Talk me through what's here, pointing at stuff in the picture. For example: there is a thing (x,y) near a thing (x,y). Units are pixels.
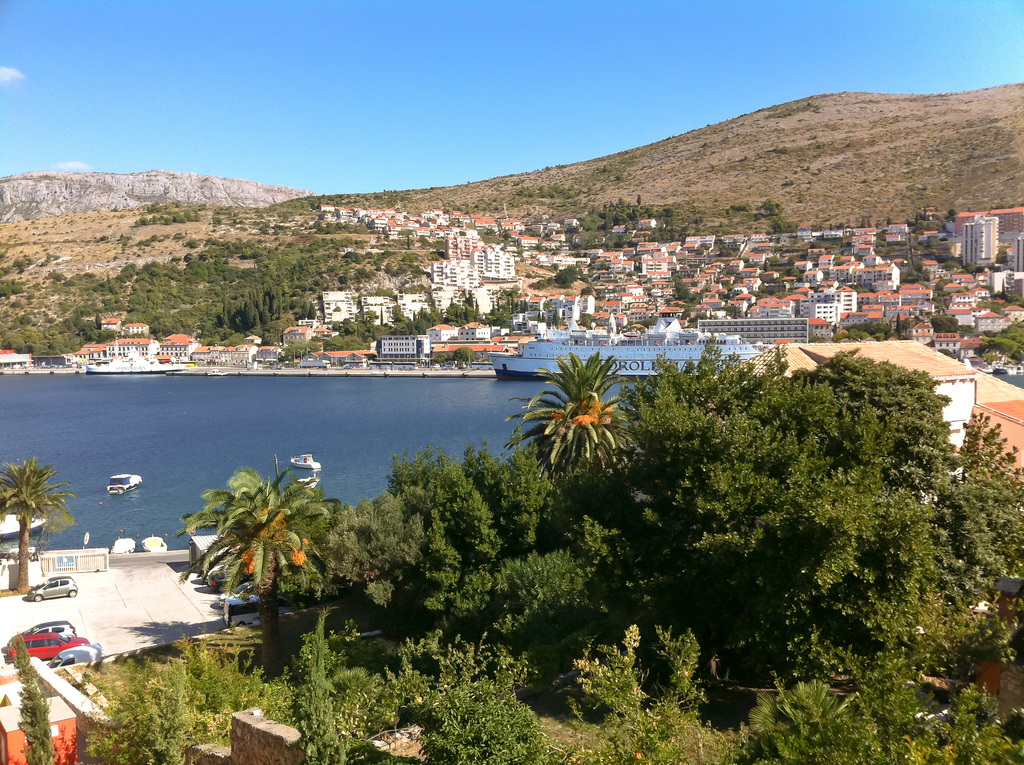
Here we can see a ship (694,356) and boats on the water (318,446). There are plants (221,726), trees (368,584), vehicles (33,654), and buildings (709,320). In the background (33,180) we can see mountain (744,116) and sky (500,91).
